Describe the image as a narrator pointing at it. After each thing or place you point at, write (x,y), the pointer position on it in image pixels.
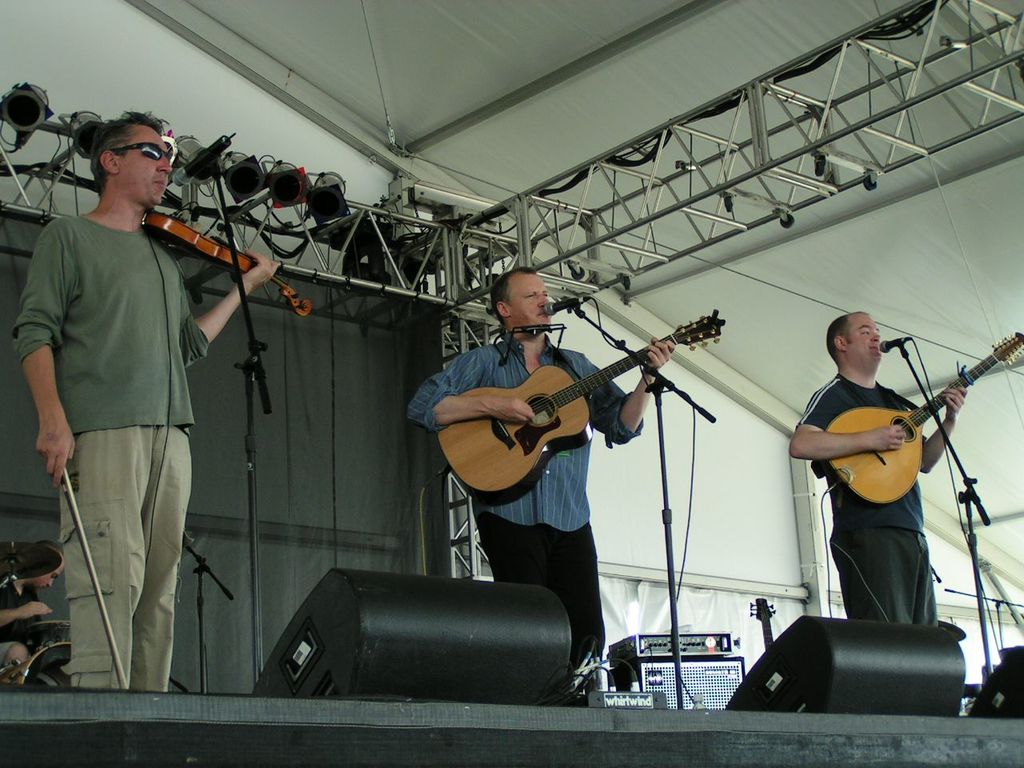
In this picture there are three people (121,153) those who are standing on the stage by holding the instruments (708,325) in their hands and there are mic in front of them, there are speakers (459,686) at the left (318,624) and right side of the image (898,680) and there are spotlights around the area of the image.
